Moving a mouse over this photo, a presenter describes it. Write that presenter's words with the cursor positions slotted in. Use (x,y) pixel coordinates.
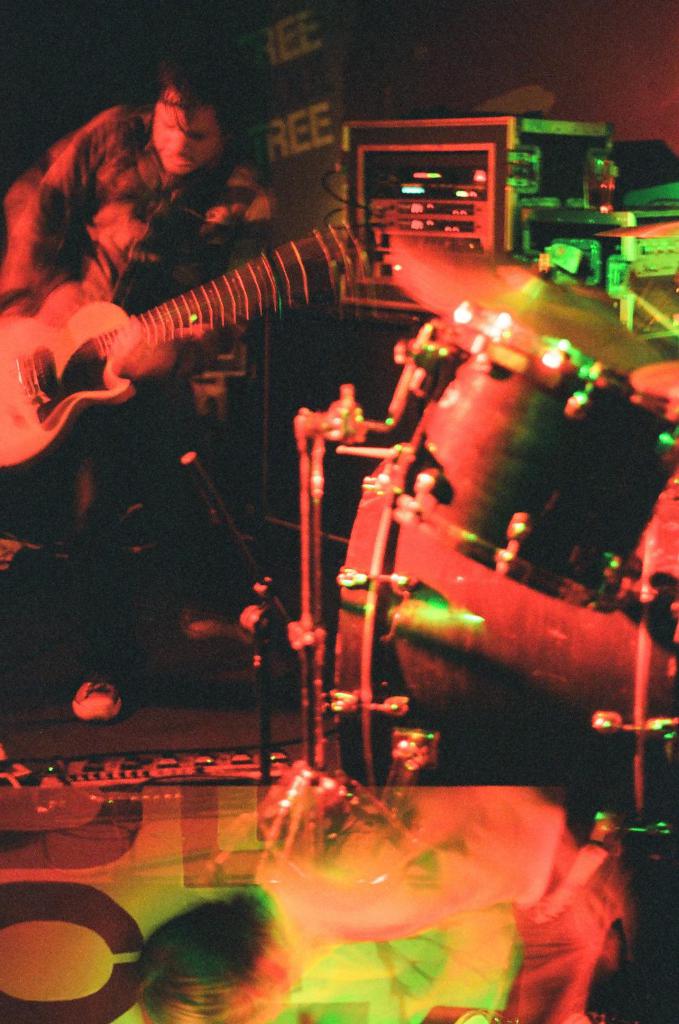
In this picture there is a man (146,270) holding a guitar (49,343). There is glass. There is a drum device (508,329) and other musical instruments (497,455). There is a poster (288,115) at the background (278,124).
